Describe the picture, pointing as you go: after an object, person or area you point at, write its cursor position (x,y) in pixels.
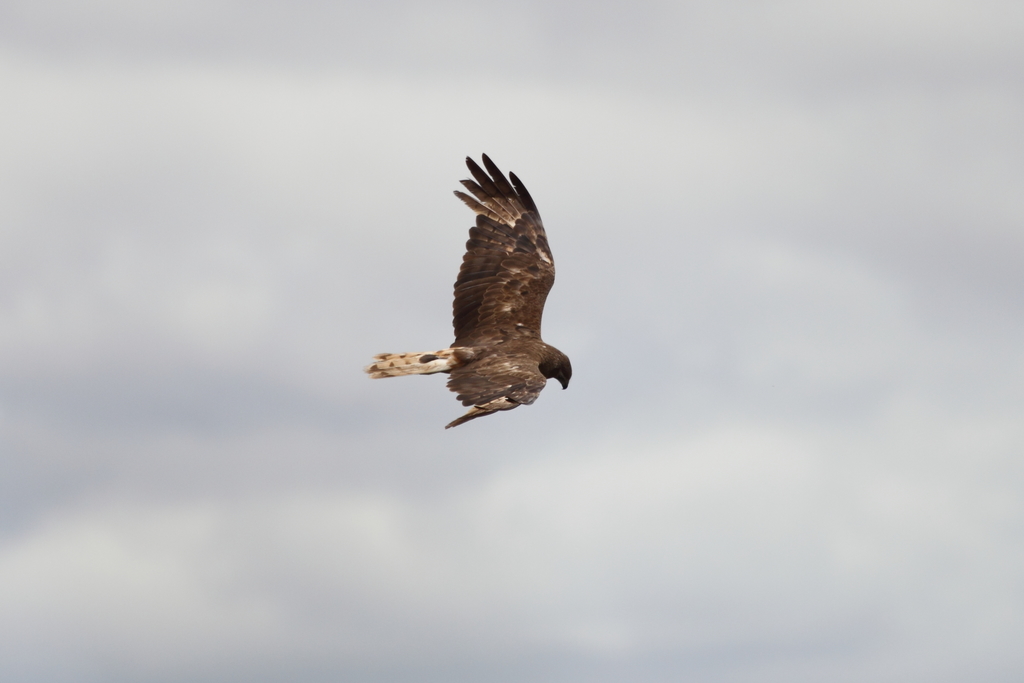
In this image there is a bird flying in the sky (465,211).
